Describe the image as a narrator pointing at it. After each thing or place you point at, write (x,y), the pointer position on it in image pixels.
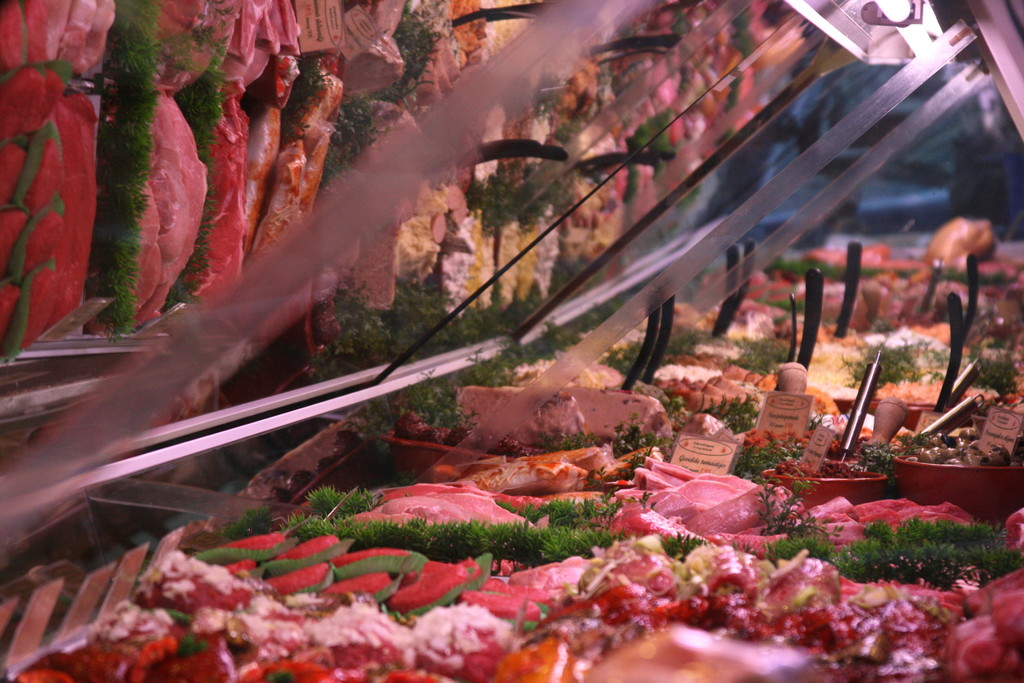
In this picture there are different foods items (584,462) and there are bowls (844,485) and there are boards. At the top (474,65) there is a glass (671,147).
